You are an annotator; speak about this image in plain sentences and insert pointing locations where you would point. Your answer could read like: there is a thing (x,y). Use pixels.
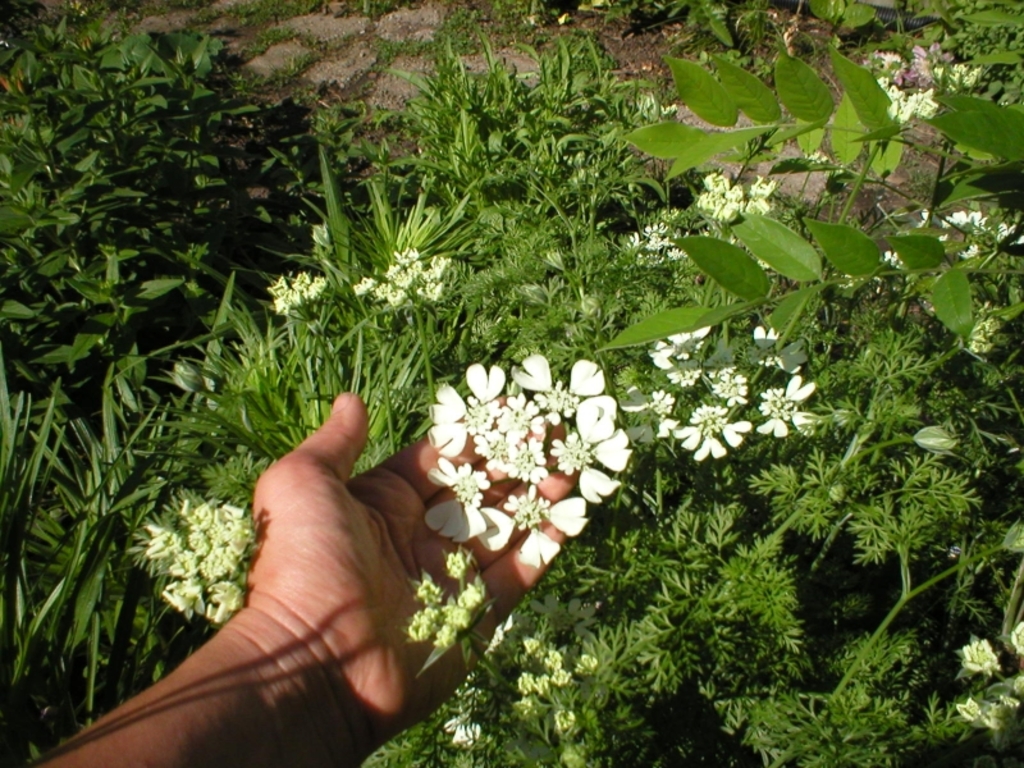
In this image we can see a person (426,560) holding flowers (447,476). We can see the human hand (381,524). We can see the grass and plants (703,492).
